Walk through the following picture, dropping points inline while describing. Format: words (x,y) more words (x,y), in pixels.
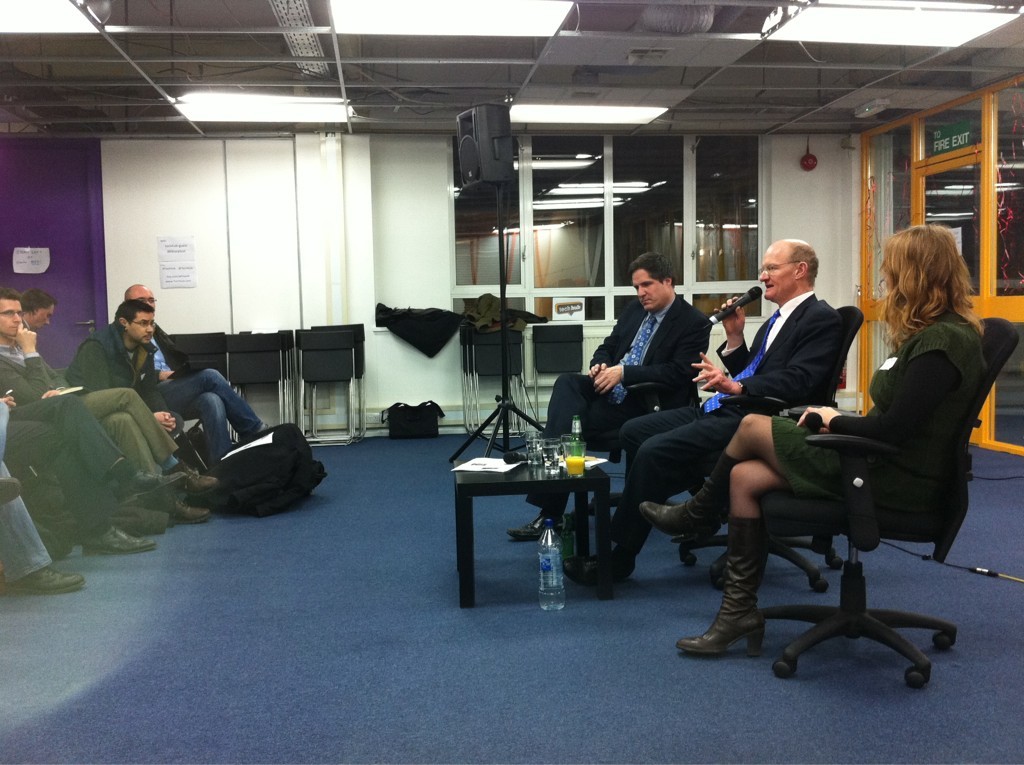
As we can see in the image there is a white color wall (411,202), windows (643,189), door (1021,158), lights (264,101), few people (145,304) sitting on chairs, a sound box (474,161) and a table (522,483). On table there are glasses (552,457) and papers (487,460). The man (669,425) who is sitting over here is wearing black color jacket (781,339) and talking on mic (741,304). On floor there is a bag (277,461) and bottle (547,565).
